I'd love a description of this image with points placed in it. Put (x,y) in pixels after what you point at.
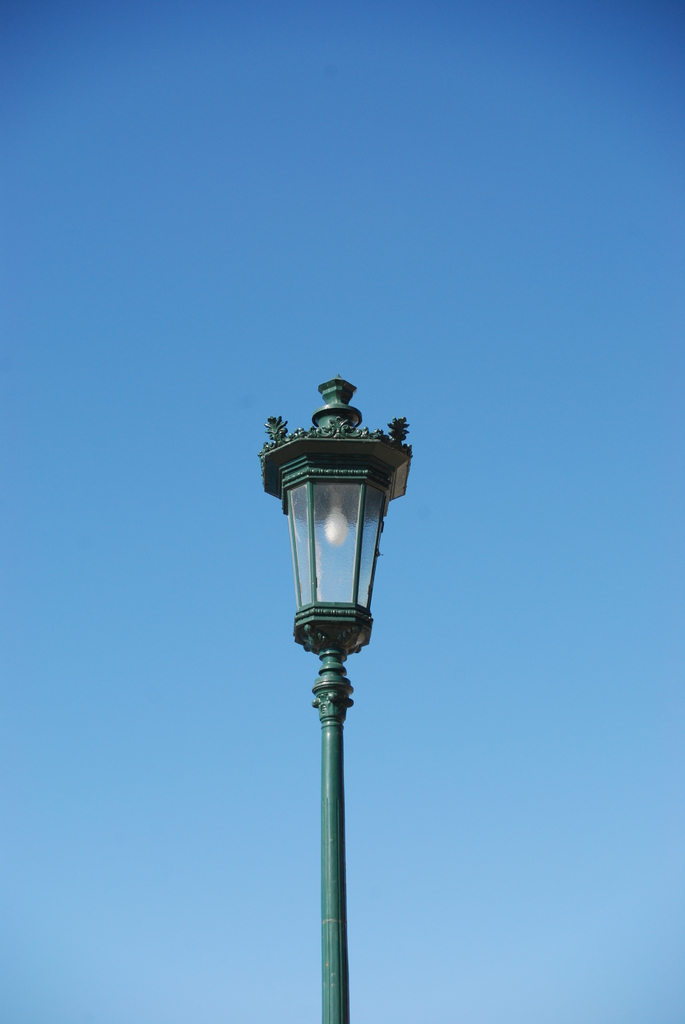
In this picture I can see a pole light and a blue sky (269,586).
